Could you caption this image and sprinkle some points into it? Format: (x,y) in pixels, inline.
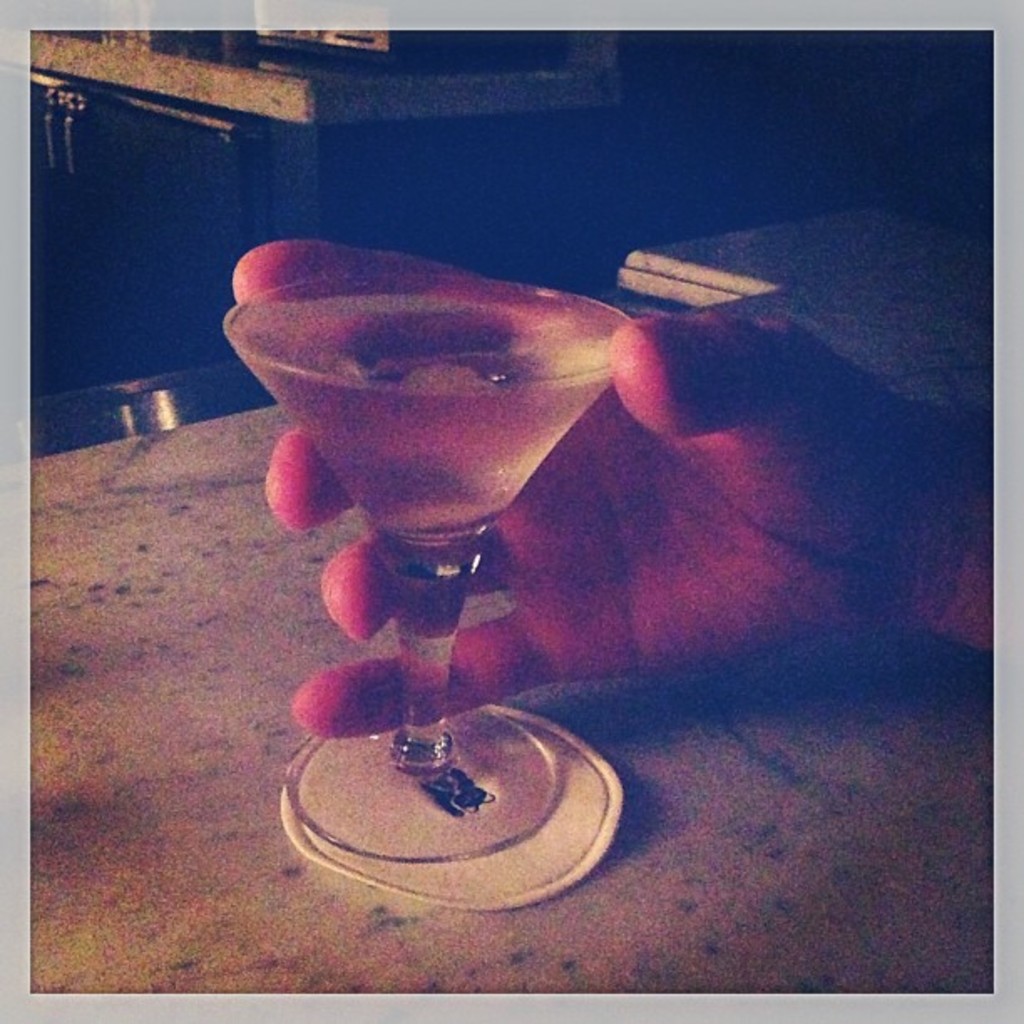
There is a cocktail glass (470,412) with some drink (400,419) and a person (630,364) is holding the glass (491,523), the glass (307,785) is kept on a table (172,549).
